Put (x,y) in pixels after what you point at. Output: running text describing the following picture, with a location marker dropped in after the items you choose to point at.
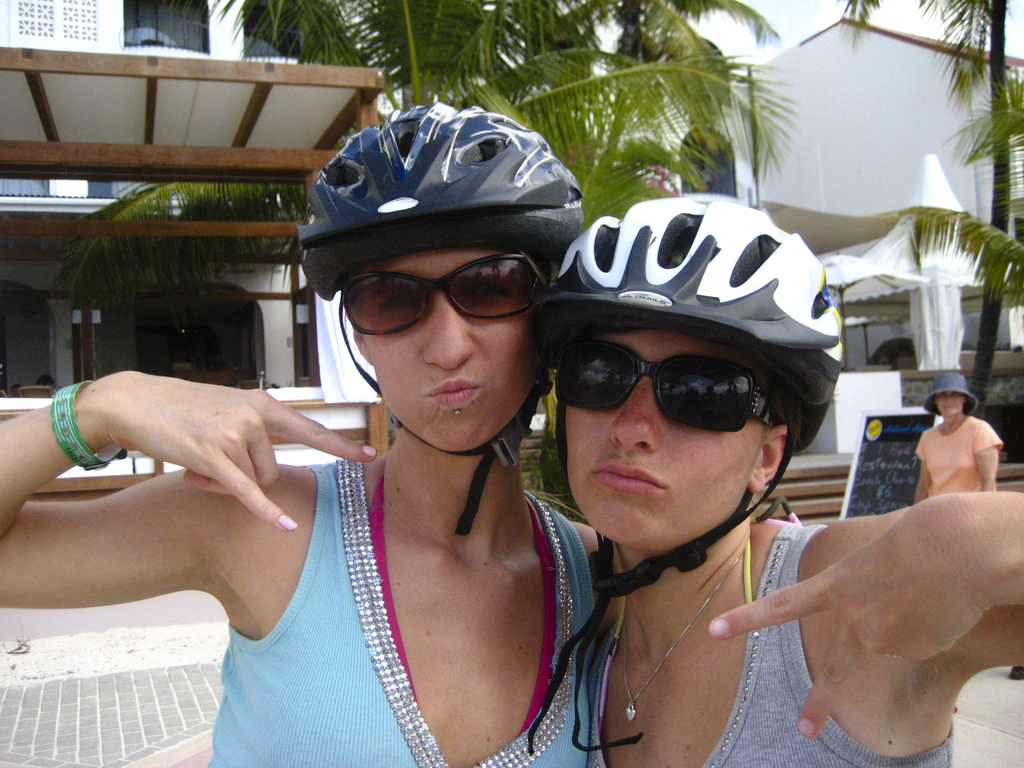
In this image we can see two persons (465,598) are standing, and wearing the helmet (740,334), here is the tree (653,141), here is the building (254,24), at above here is the sky (953,36).
